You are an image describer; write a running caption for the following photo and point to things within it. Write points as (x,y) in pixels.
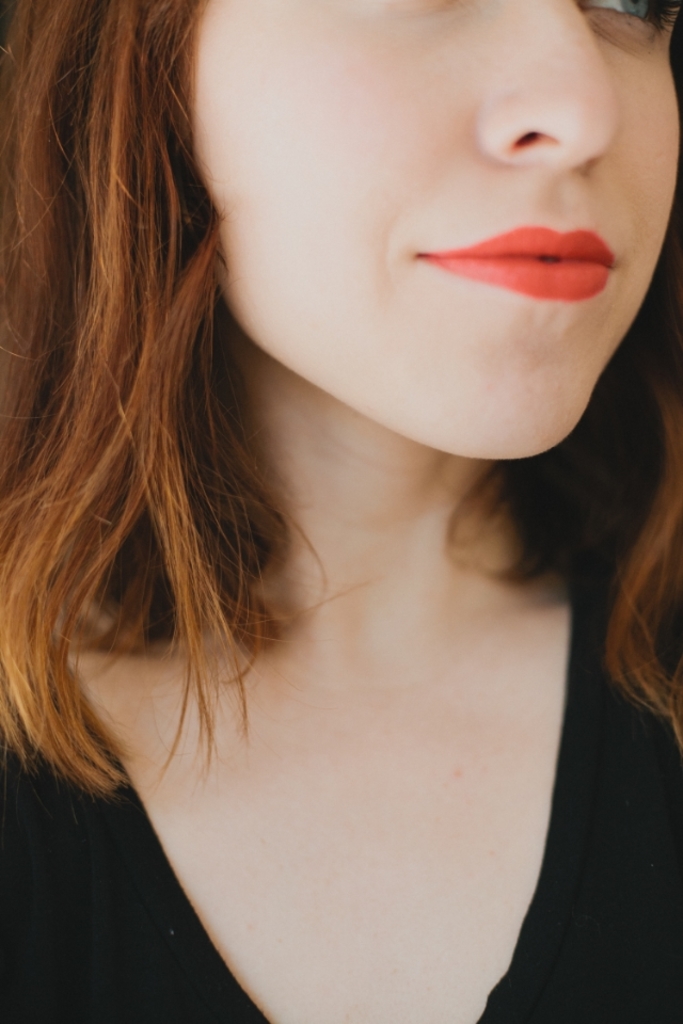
In this image we can able to see a girl (586,568) who is wearing a black color dress (134,941), and applied a red color lipstick (549,281), and she has a brown color hair (104,361).
